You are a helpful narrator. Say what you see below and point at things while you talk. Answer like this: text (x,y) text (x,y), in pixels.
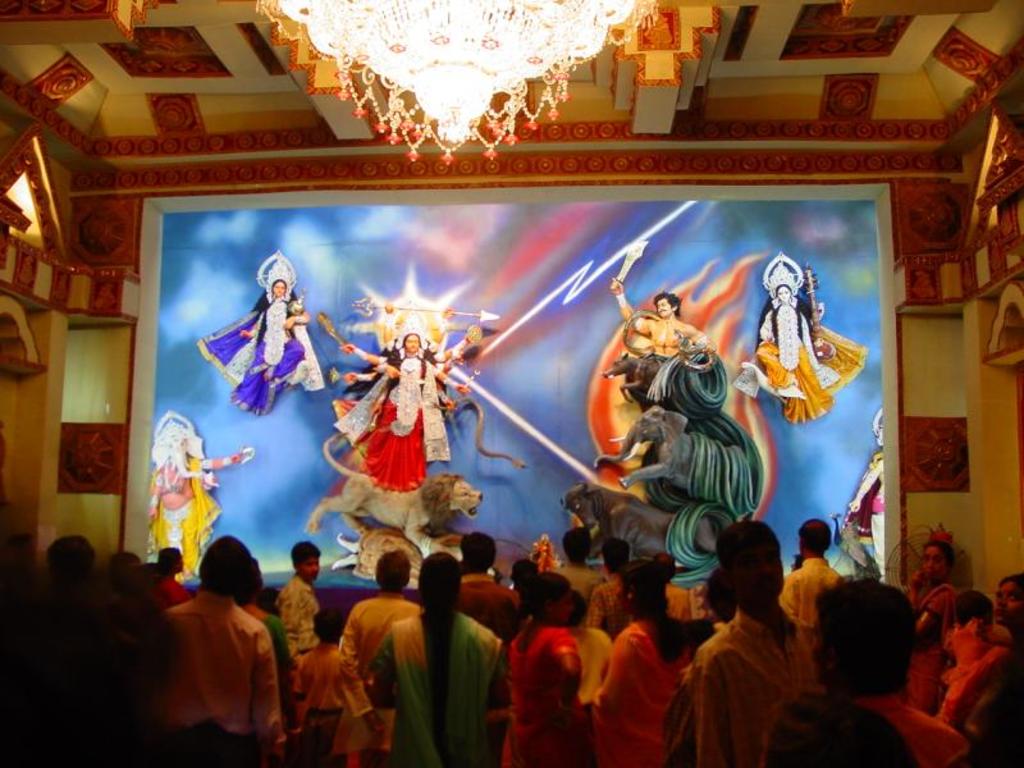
This image consists of a screen (169,375) on which there are goddesses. At the top (126,26), there is a roof (191,78). At the bottom (493,670), there are many people (632,701).
